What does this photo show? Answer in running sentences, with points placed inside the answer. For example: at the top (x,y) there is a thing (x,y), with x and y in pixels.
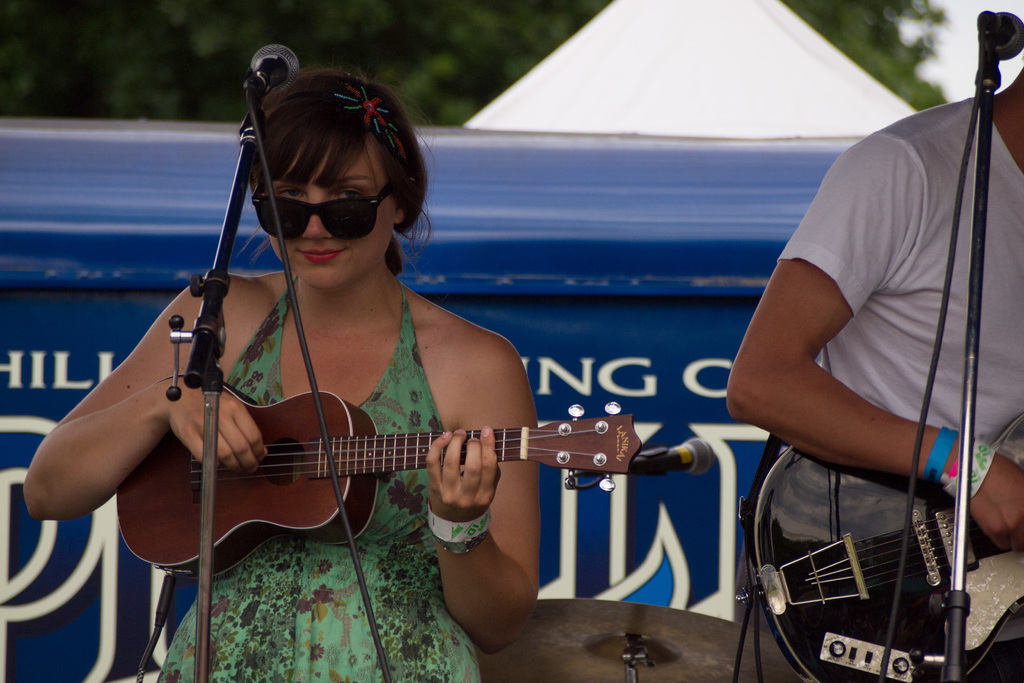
In this picture we can see two persons (993,513) standing in front of mike (274,56). She has spectacles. And she is playing guitar (313,448).
